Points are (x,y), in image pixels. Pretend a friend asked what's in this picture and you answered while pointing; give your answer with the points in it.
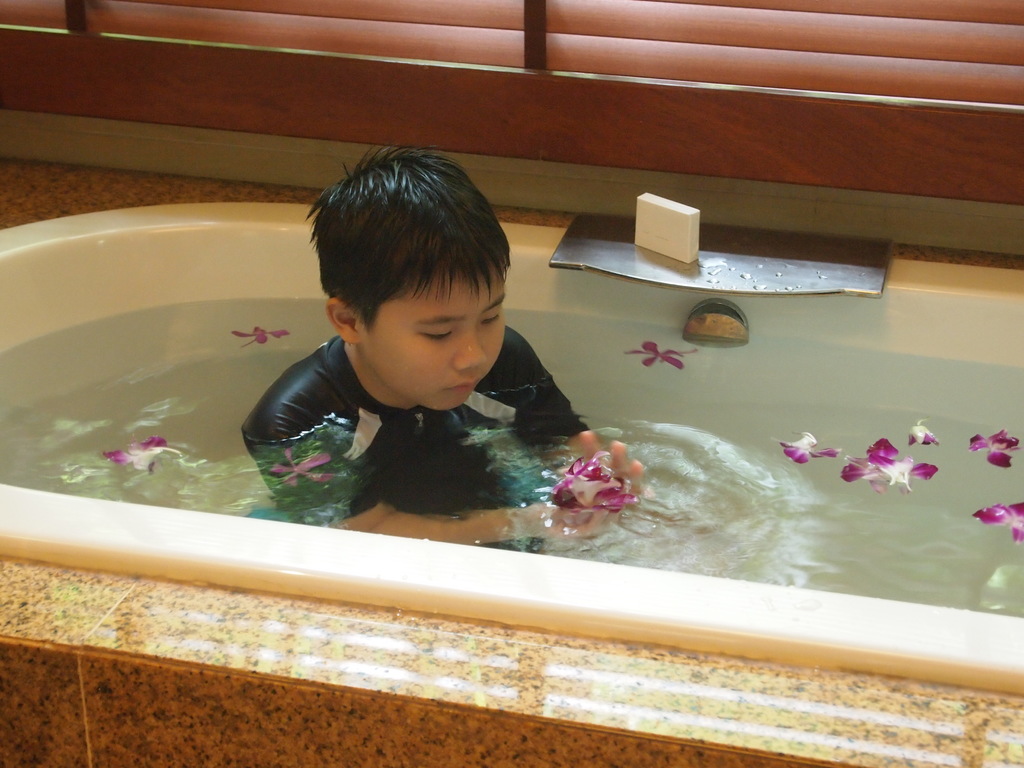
In this image we can see a person (344,364), bathtub (351,561), water (797,475), flowers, soap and other objects (661,266). At the bottom of the image (542,638) there is an object (351,687). At the top of the image (589,57) there is a wooden texture (526,39) and other objects (678,65).
